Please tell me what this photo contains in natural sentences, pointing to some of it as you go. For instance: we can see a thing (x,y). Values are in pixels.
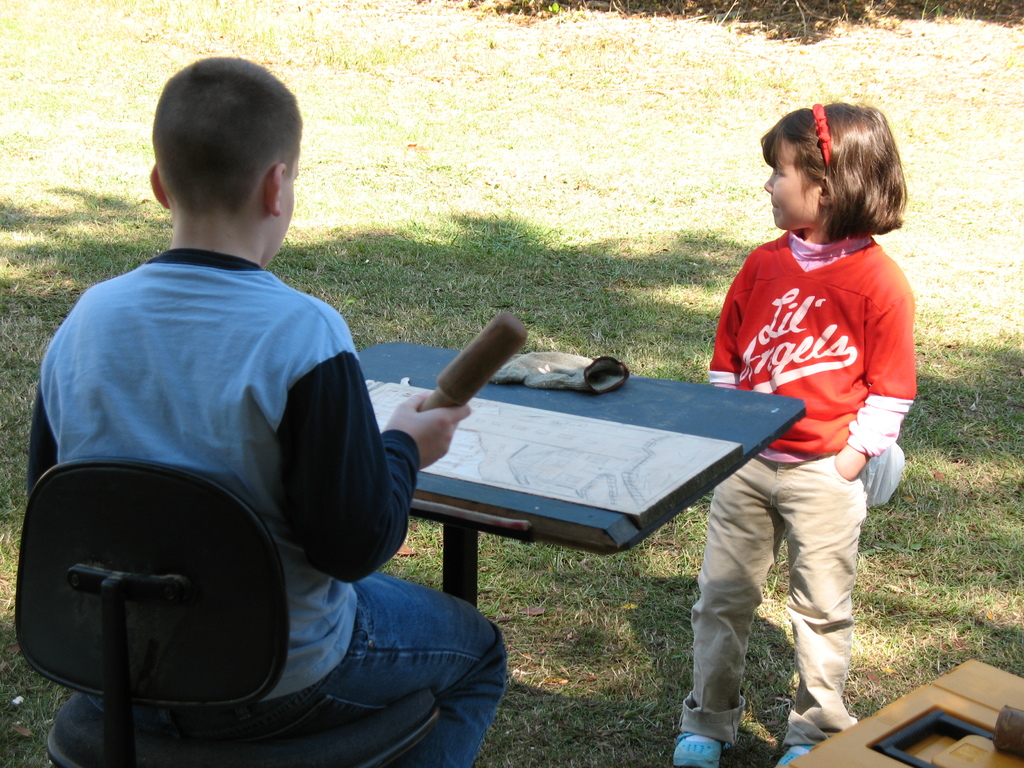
It seems to be the image is inside a garden (932,508). In the image on right side (793,379) there is a kid (823,375) standing in front of a table (716,397). On left side (260,480) we can see a boy (318,554) sitting in front of a table (435,495), on table (579,521) we can see a chart (668,445) and a gloves (567,383) at bottom (685,531) there is a grass (652,245).
